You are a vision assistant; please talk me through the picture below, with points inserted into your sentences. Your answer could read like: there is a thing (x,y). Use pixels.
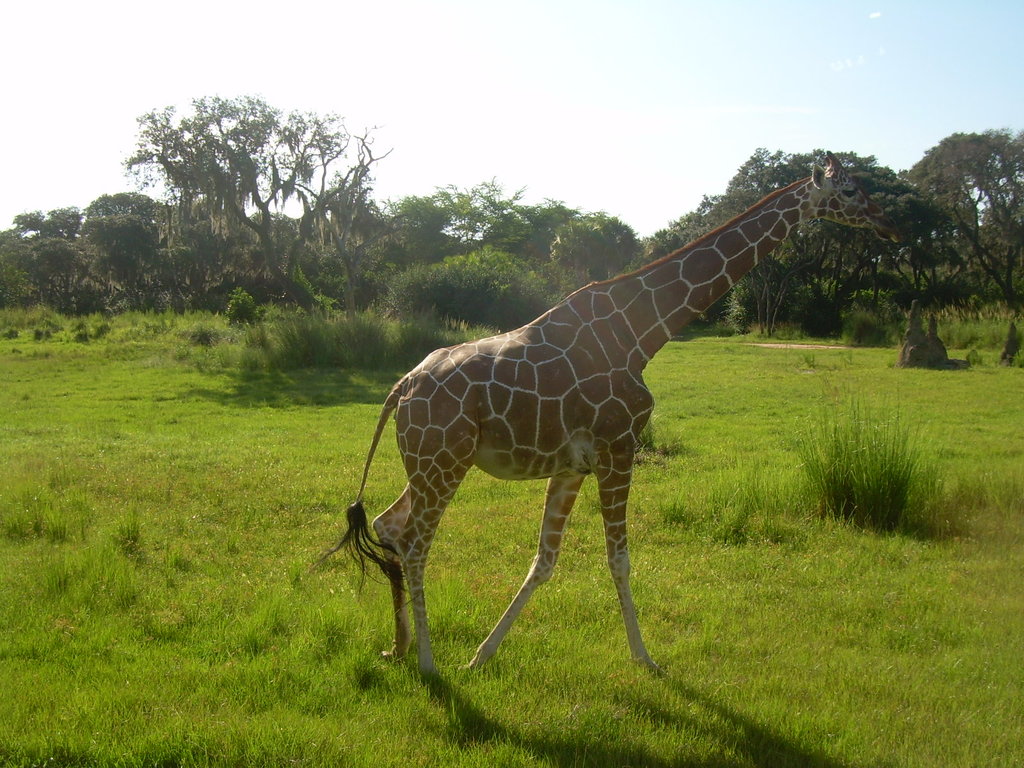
Land (219,554) is covered with grass (829,384). Giraffe (609,347) is facing towards the right side of the image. Background (999,257) there are trees (317,232) and plants (886,493).
